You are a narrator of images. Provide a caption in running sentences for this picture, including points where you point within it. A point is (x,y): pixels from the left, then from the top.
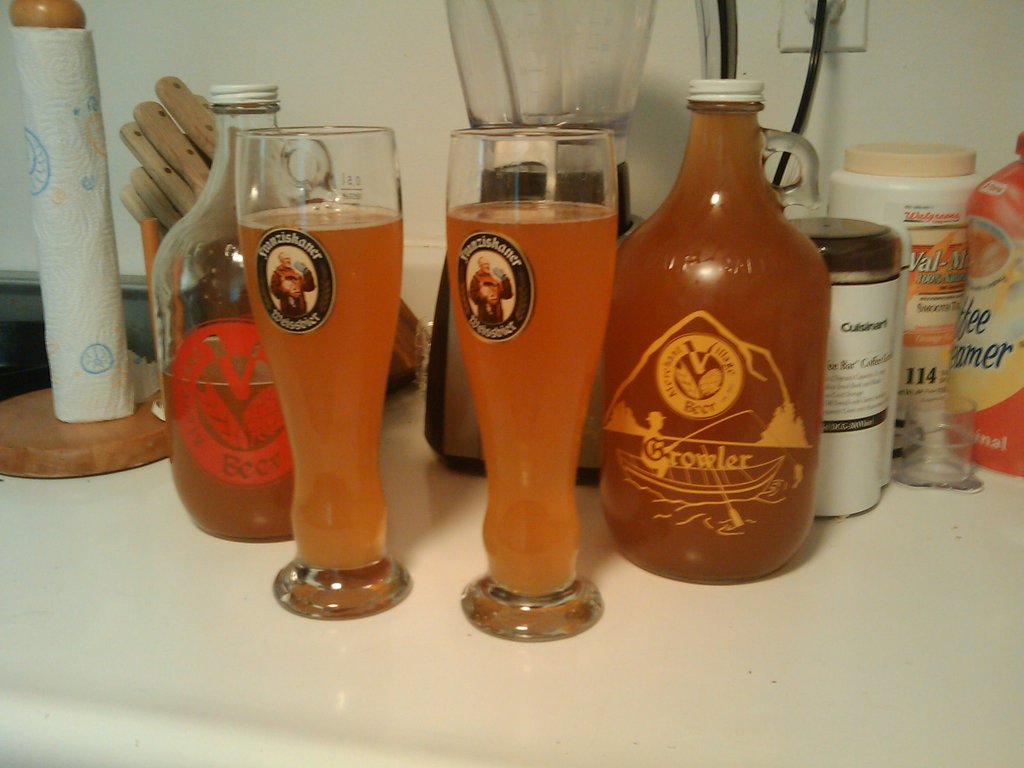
in the center (532,317) there are 2 glasses (291,304) in which drinks (553,268) are filled. on the right side (742,289) there are bottles (806,263). on the left side (234,251) there are bottles (215,286) and at the back (549,76) there is a grinder (549,64).
